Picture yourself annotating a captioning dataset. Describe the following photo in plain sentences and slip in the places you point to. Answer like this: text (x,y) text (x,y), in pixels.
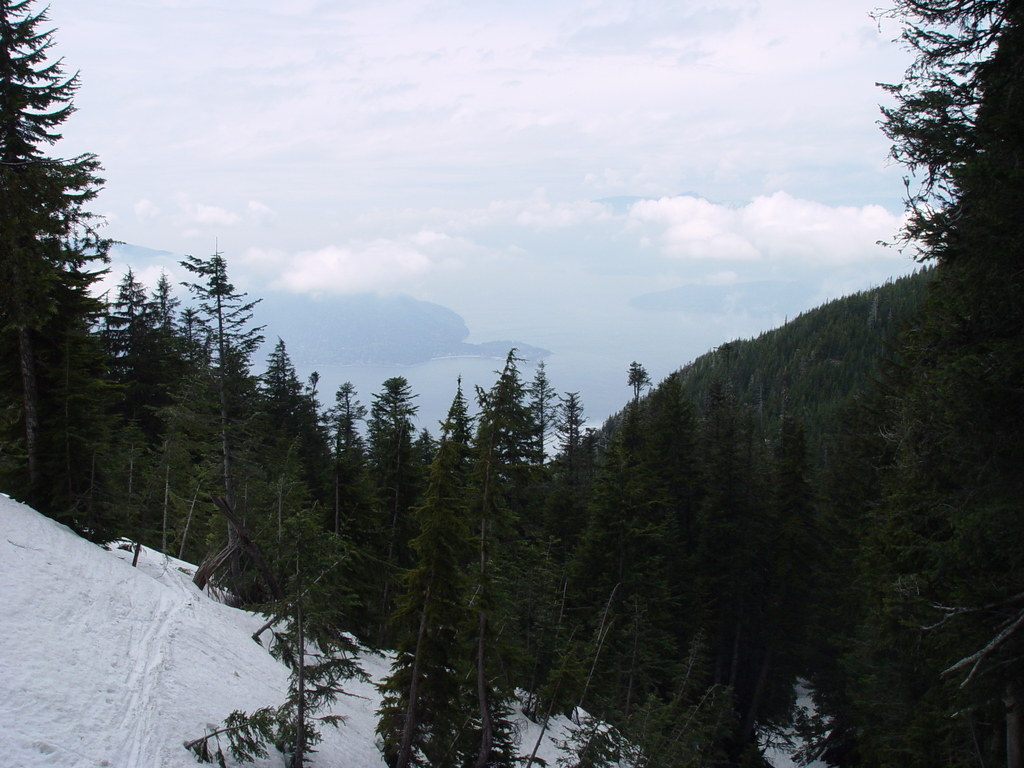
In the foreground of this image (609,588), there are trees (641,465) on mountains (666,431), snow (146,701) on the left bottom corner of the image (100,698) and the sky (452,190) and cloud (505,216) on the top (359,221).
